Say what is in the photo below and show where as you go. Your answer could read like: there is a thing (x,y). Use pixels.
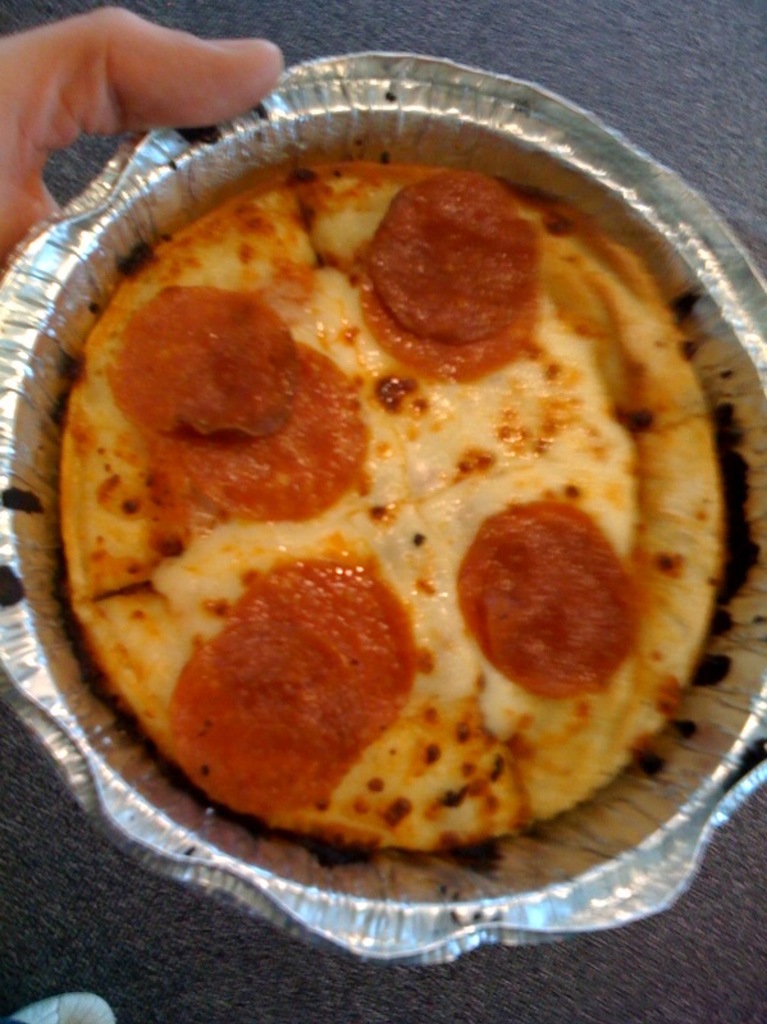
In this picture we observe a foil bowl (63,232) in which there is a pizza (266,184) on which pepperoni (339,618) is sprinkled.
